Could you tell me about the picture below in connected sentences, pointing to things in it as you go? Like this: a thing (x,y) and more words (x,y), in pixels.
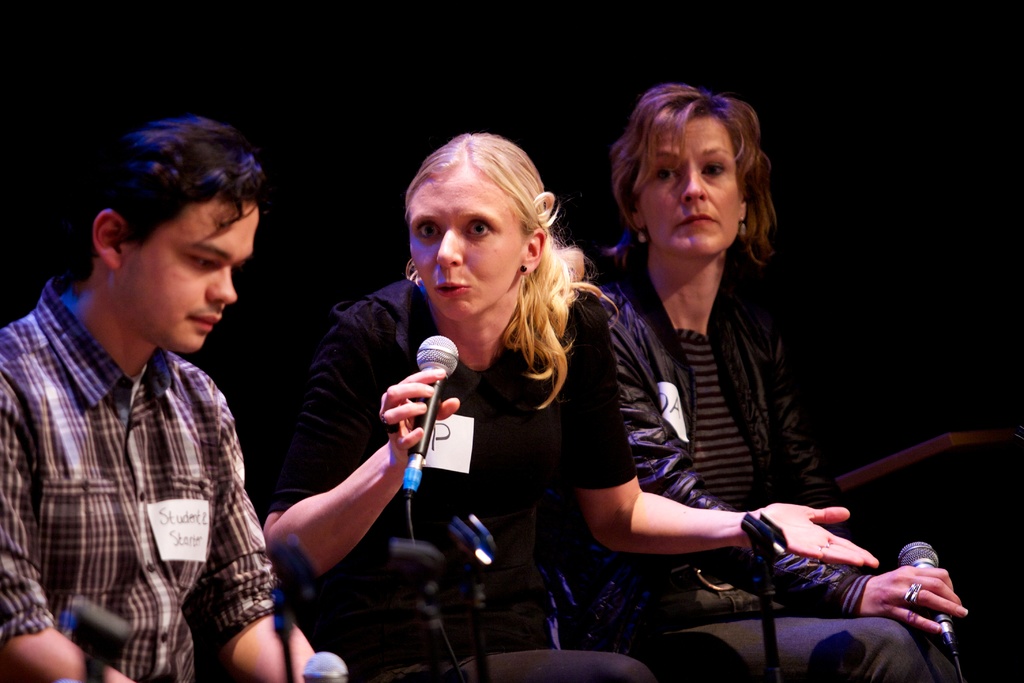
The woman (567,389) in the middle of the picture (455,379) wearing black t-shirt (525,448) is holding a microphone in her hand (408,426) and she is talking on the microphone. Beside her, the woman (676,401) in black jacket (650,414) is sitting on the chair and she is holding the microphone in her hand (934,589). On the left corner of the picture (167,428), the man (152,510) in the check shirt (152,490) is sitting on the chair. In the background (309,198), it is black in color.
